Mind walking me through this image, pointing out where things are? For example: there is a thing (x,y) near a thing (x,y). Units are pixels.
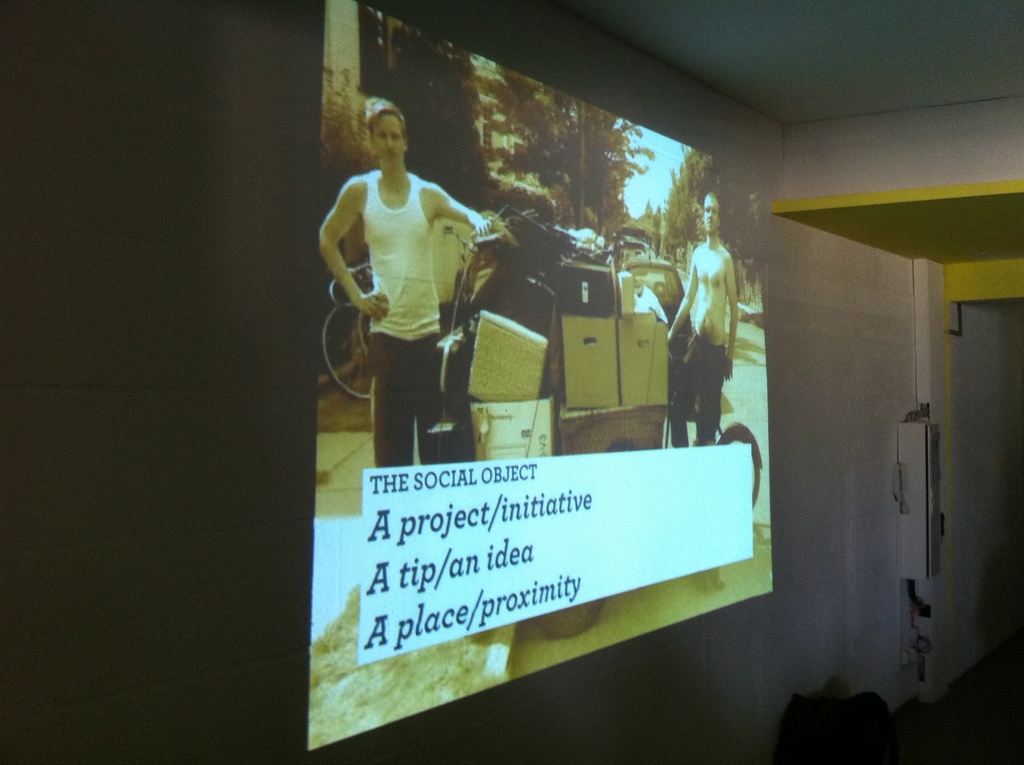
In this picture I can see a projector screen (507,372). On the screen (516,353) I can see two men (429,354) are standing and here I can see some boxes (586,333). I can also see trees (571,166) and the sky (651,195). Here I can see some names (461,565). On the right side (919,359) I can see a white color wall (833,571) and some other objects (884,731) on the floor (901,718).
